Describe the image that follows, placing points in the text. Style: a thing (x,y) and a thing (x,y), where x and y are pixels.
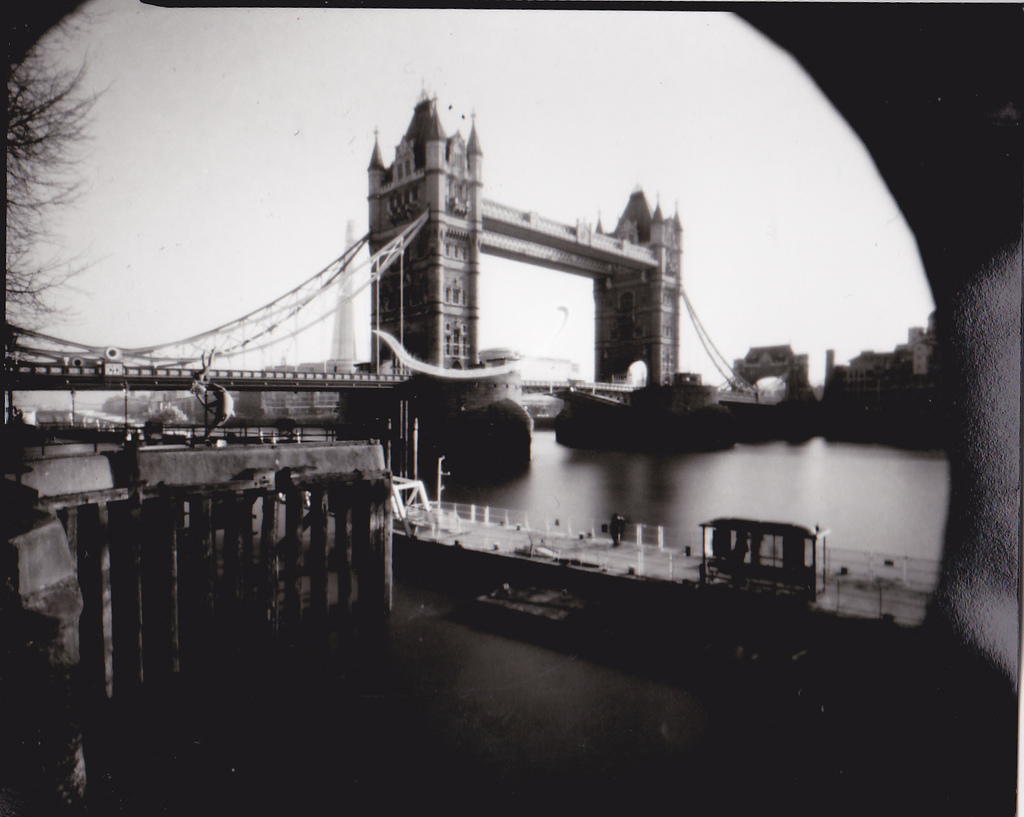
This is a black and white image, In this image there is a river (736,494), on the river (544,476) there a bridge (646,390) and in the background (227,175) there is a sky (197,194).
